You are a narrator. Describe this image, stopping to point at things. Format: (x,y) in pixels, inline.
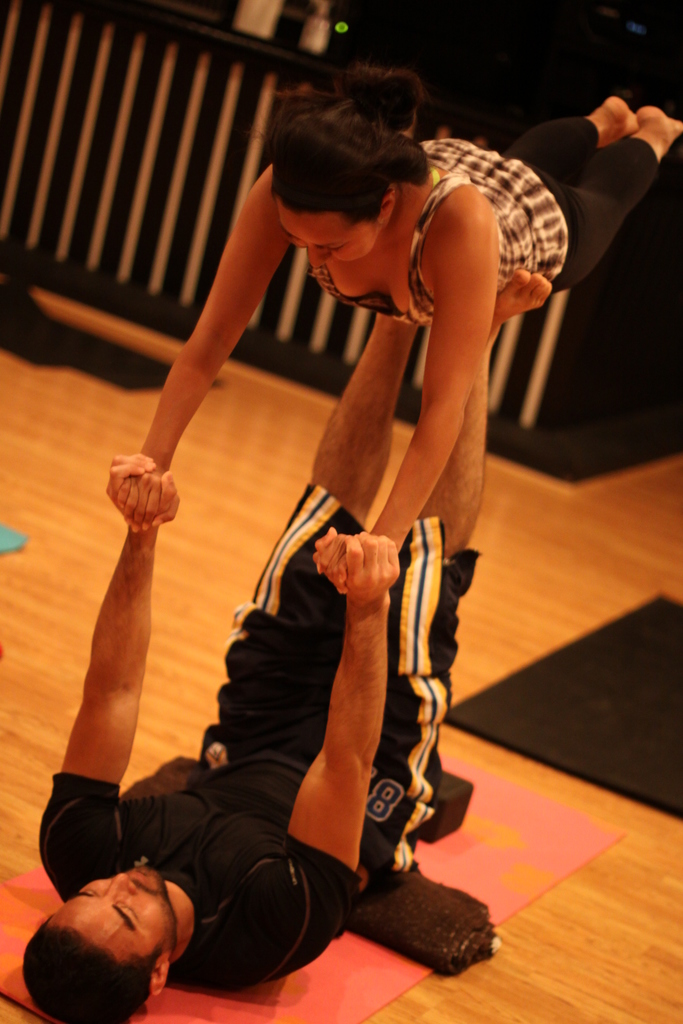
In this image, we can see there is a man (313,753) and a woman (523,202) doing a performance on a mat (510,825), which is on a floor (48,685). In the background (48,155), there is a fence (66,159). And the background (652,24) is dark in color.
